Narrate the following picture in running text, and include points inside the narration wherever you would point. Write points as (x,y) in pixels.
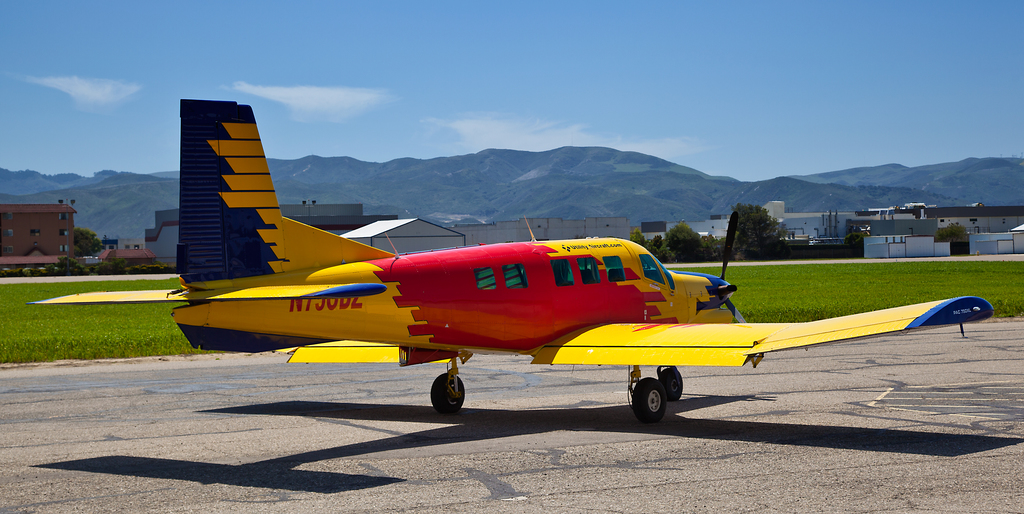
In the foreground of the picture (678,289) I can see an airplane (529,289) on the road (564,454). I can see the green grass (871,273) in the picture. In the background (455,213), I can see the houses (921,209) and mountains (563,157). There are clouds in the sky (552,100).
